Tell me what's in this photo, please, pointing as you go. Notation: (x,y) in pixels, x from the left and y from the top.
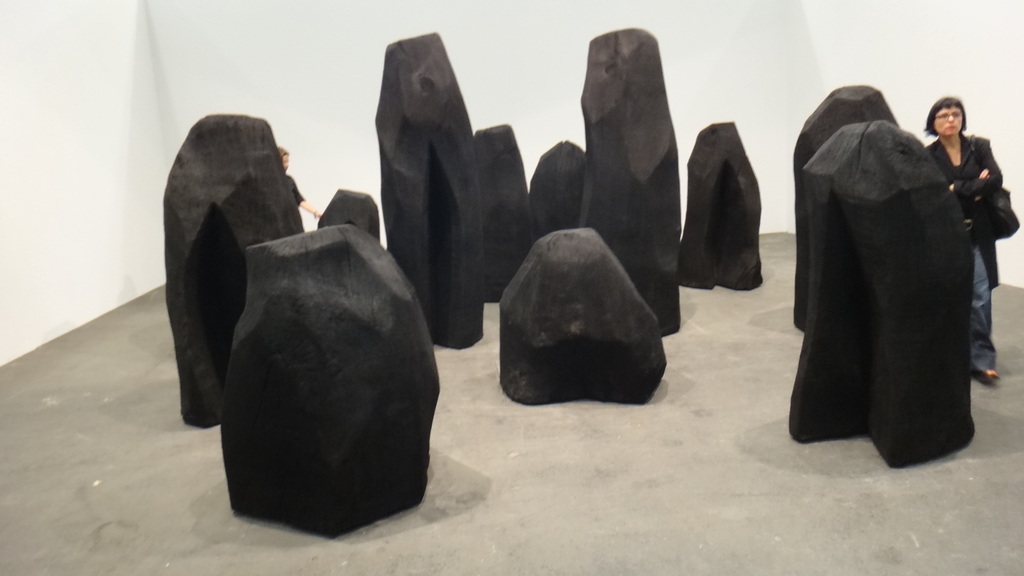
In this picture there are black stones (499,248) in the center (421,205). On the right side (981,212) there is a woman (964,208) walking. In the background (441,20) there is a wall (276,48) which is white in colour and on the left side (311,204) there is a person (291,188) behind the stone (261,219).
